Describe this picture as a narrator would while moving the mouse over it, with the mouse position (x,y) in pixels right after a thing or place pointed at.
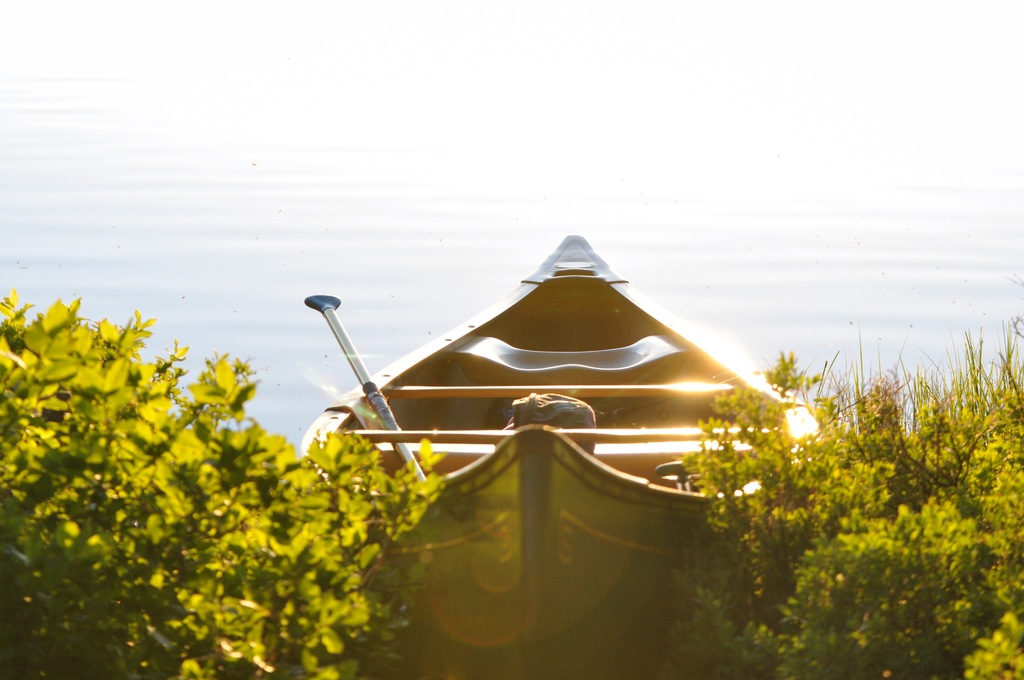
As we can see in the image there are plants (150,579), boat (581,451), stick (385,415), bag (523,413) and water (431,190).
